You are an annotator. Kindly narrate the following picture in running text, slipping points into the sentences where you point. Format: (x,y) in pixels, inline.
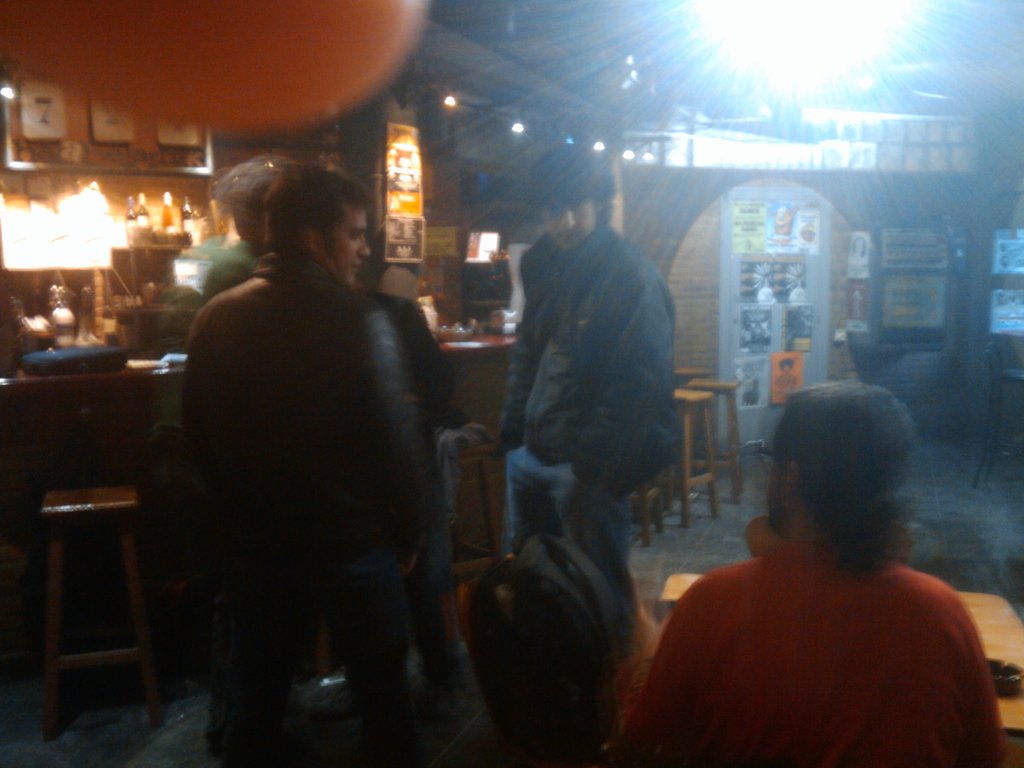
In this image i can see a inside view of an building (648,182) and the right side corner i can see the red color jacket person (806,649), on the left side (84,494) i can see a table (65,518), and i can see a light (41,240) visible on the left side (65,242) corner and there are some bottles (167,219) kept on the left side (181,228) corner and there are the person (359,223) standing on the floor (191,688) on the middle (595,269) and there are the some tables (691,434) kept on the right side (709,399) corner.
